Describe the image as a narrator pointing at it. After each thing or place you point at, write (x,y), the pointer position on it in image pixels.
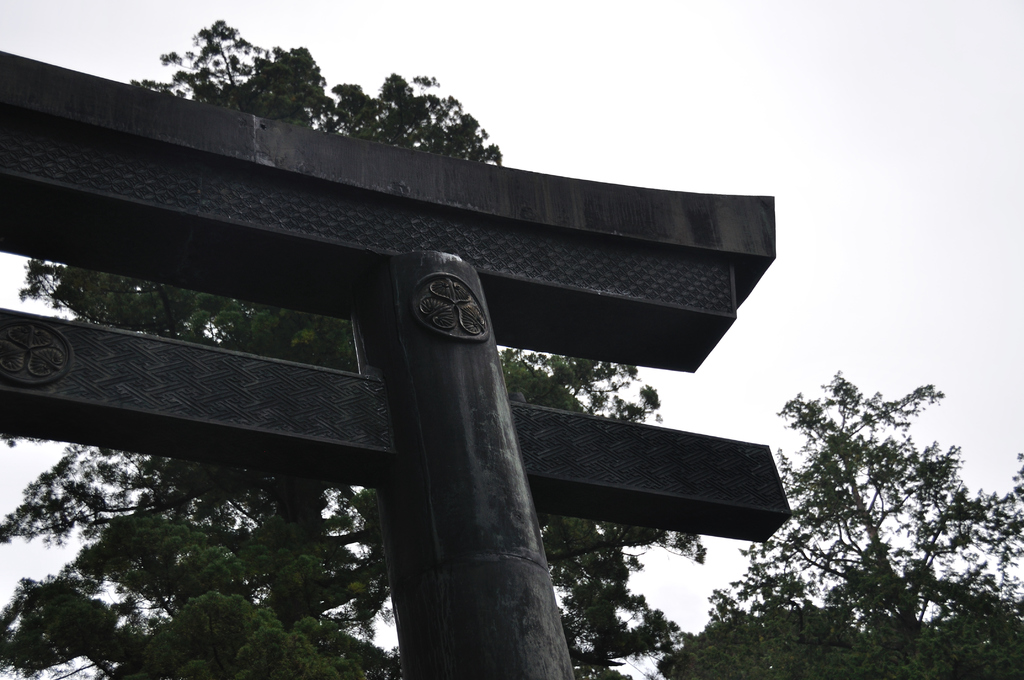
In this image we can see a arch (374,408). In the background of the image (380,631) there is sky (340,57) and trees (346,575).
